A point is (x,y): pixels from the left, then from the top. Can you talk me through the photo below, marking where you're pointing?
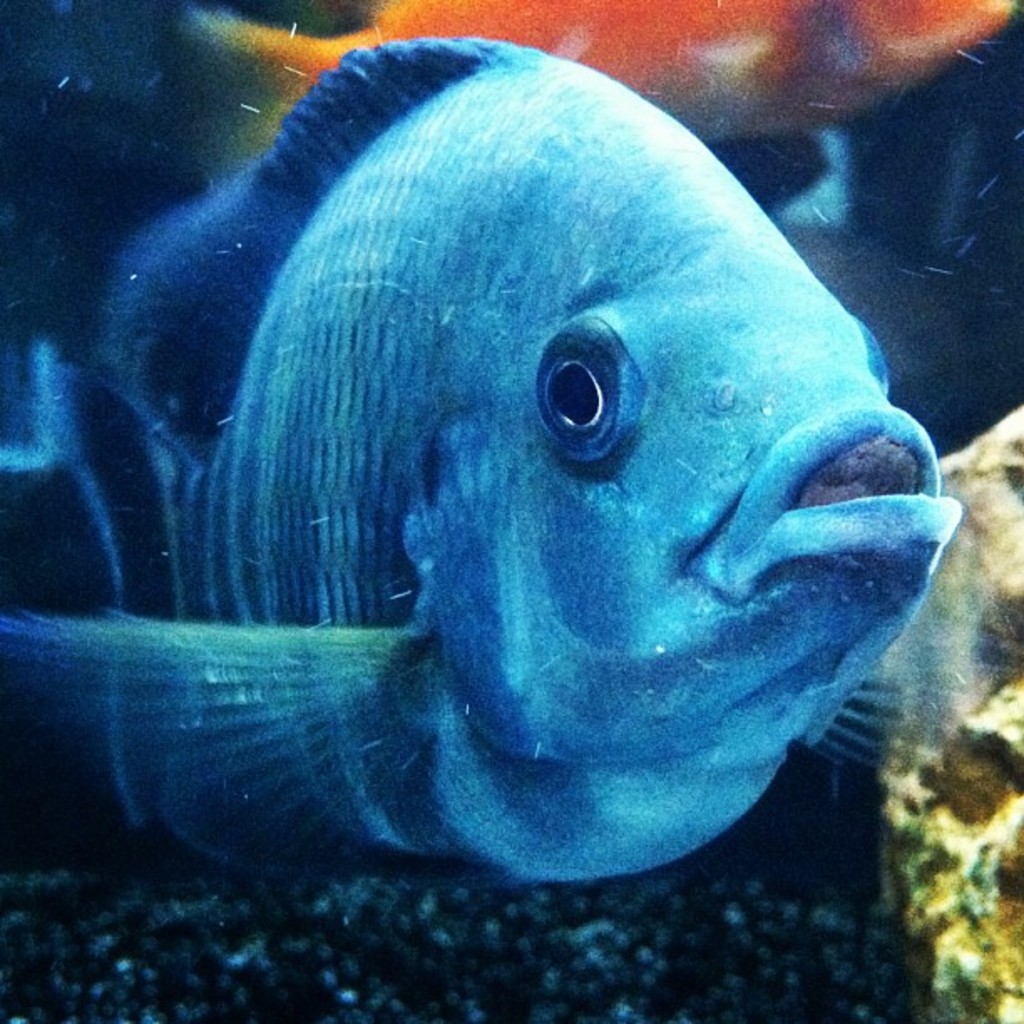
This image is taken inside the water (40,539). At the center of the image (356,358) there is fish (72,709).
